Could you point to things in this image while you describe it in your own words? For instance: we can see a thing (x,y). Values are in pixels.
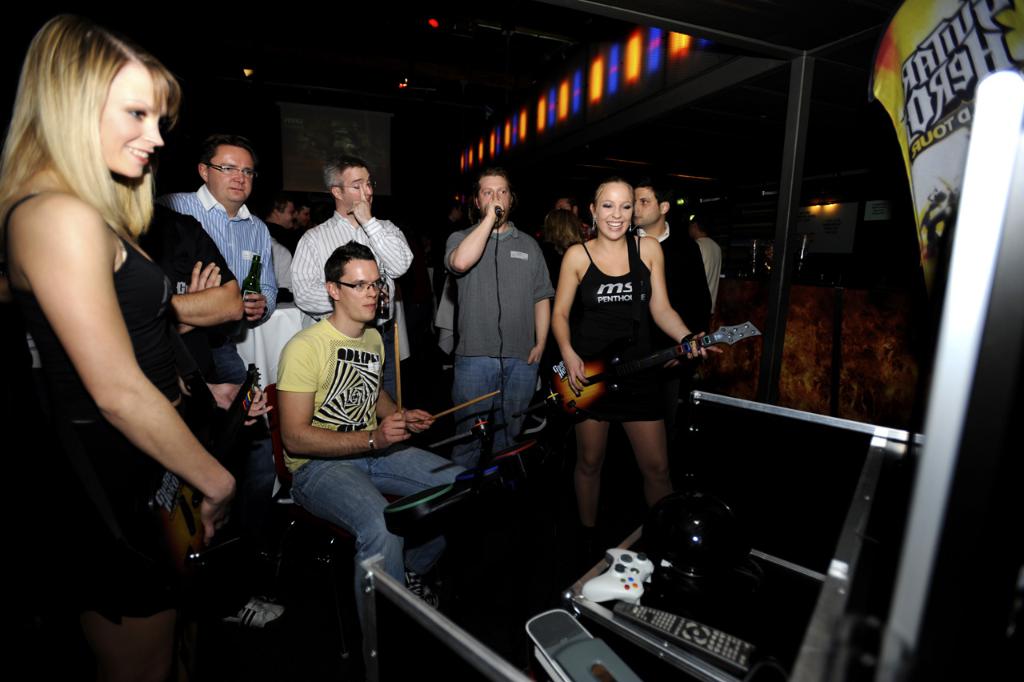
Most of the persons (386,345) are standing. This man (236,206) is holding a bottle (259,273). This man (468,283) is holding a mic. This woman (608,271) is holding a guitar (594,390). This person (404,412) is sitting on a chair (281,439) and holding a sticks (492,393). On this table (677,655) there is a remote (668,629) and device (627,582).
